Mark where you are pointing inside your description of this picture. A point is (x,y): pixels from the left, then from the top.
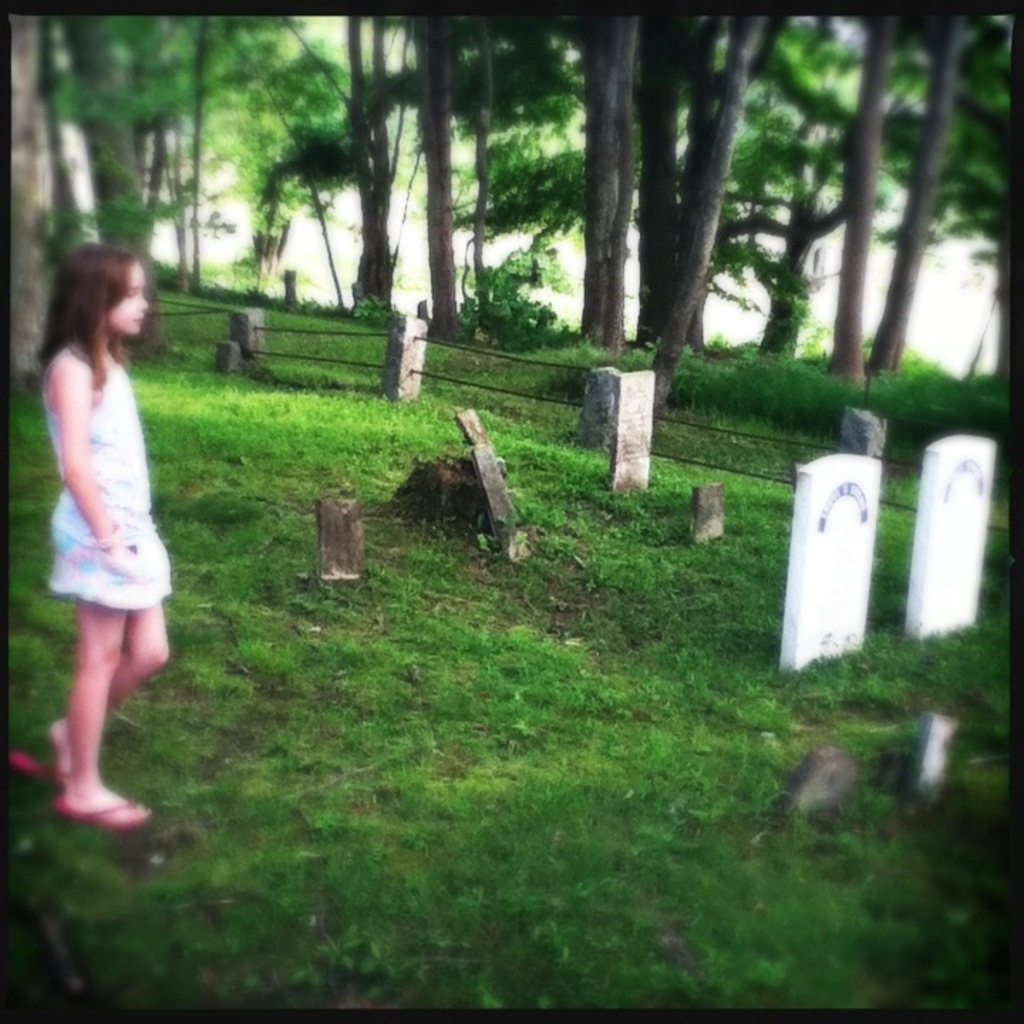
In this picture we can see a kid (130,579) standing here, at the bottom (558,916) there is grass (609,895), we can see some graves (627,444) here, in the background (794,149) there are some trees (550,143).
